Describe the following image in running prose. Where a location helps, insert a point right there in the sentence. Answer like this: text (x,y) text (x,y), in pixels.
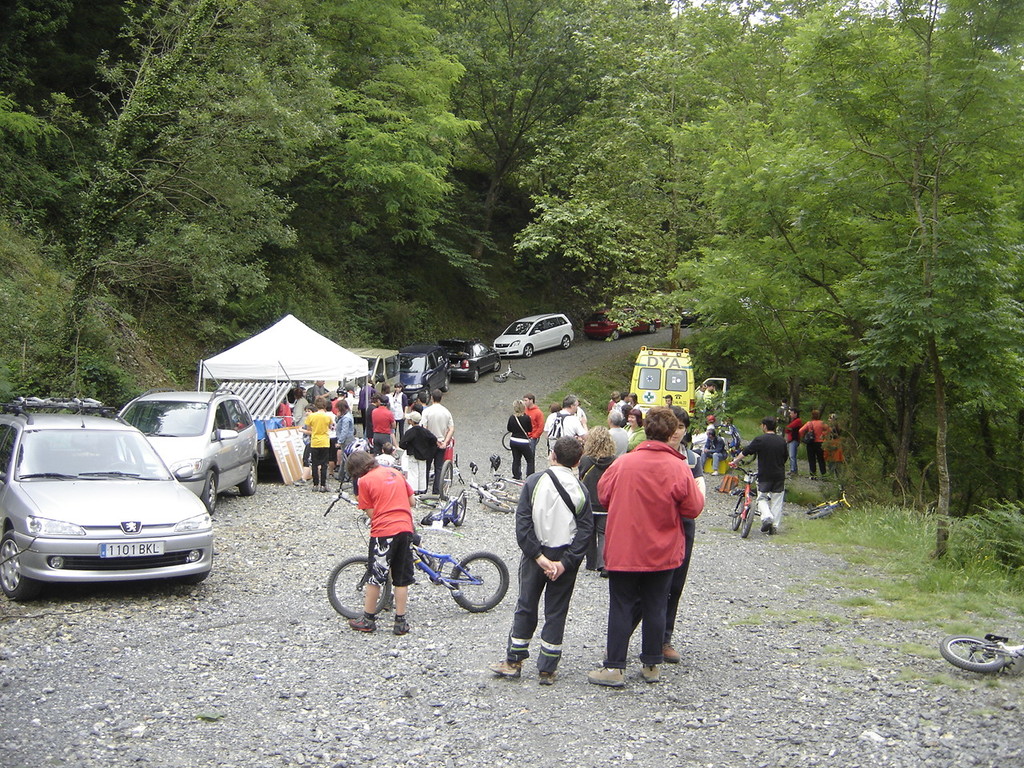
In this image we can see a road (368,646). On the road (283,558), we can see people (652,480), bicycles (492,506), cars (547,340), van (684,381) and stall (307,357). At the top of the image (741,141), we can see trees (524,166).
